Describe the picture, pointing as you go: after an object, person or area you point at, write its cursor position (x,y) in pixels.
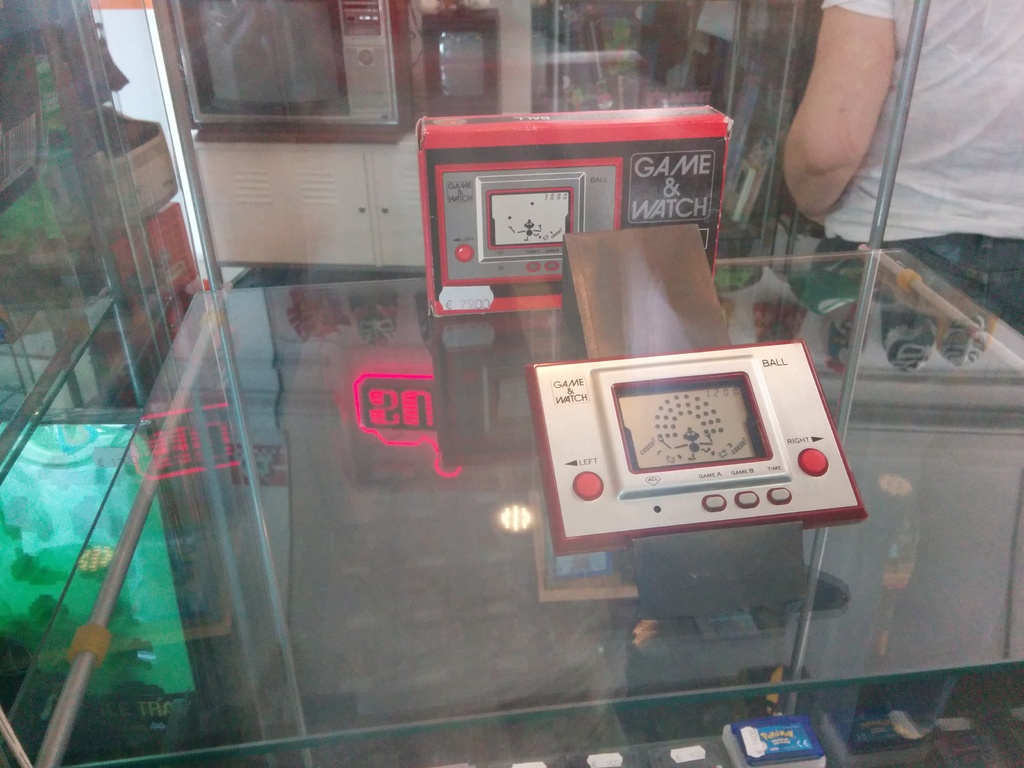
In this picture, I can see a game watch (574,365) after that i can see a person (956,69) standing next there are two game boxes (443,298) which is kept on glass (516,392) after that i can see a television (203,35).
